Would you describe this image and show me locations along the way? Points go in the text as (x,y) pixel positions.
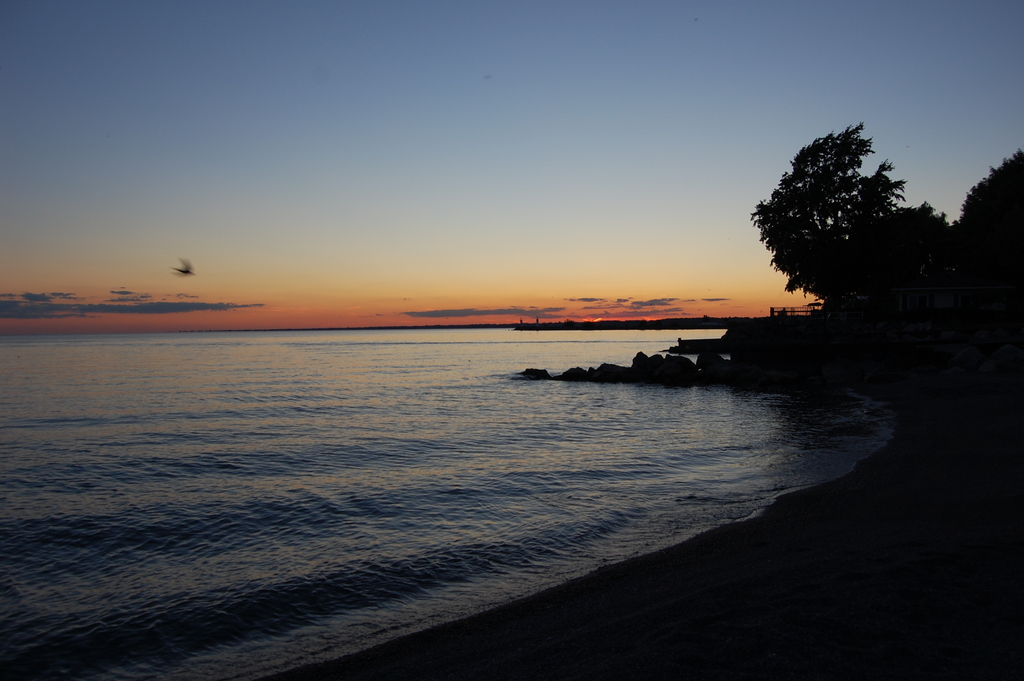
In this image, we can see the sea (443,390). Background (362,318) there is a sky (399,270). Here we can see a bird (189,270) is flying in the air (541,200). Right side of the image (889,271), we can see few trees (868,270), stones (525,379). Here we can see a sea shore (816,577).
